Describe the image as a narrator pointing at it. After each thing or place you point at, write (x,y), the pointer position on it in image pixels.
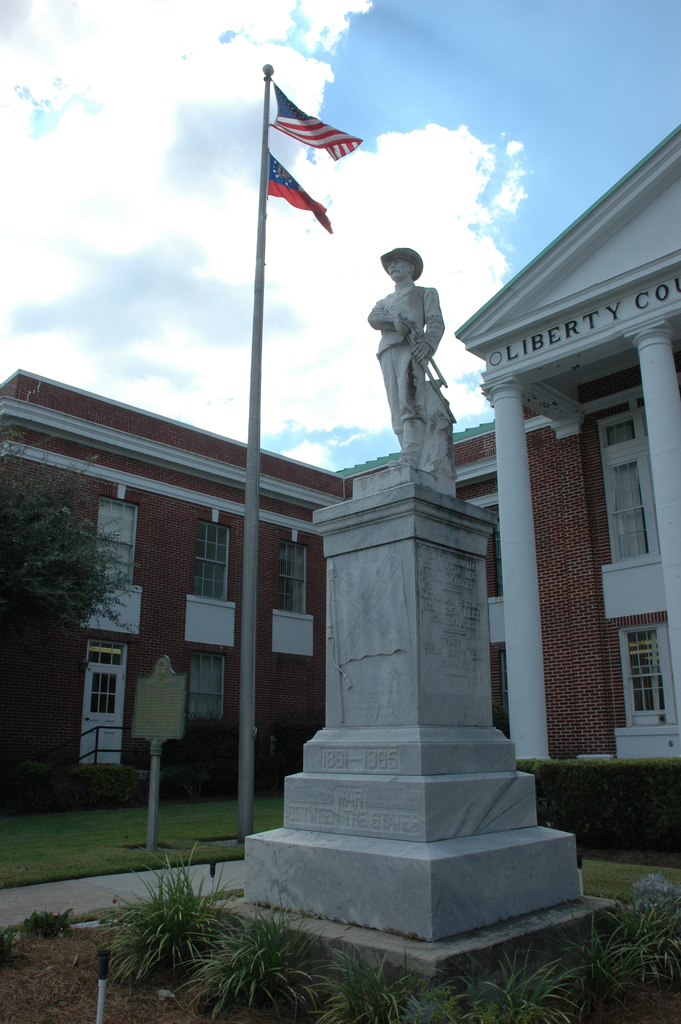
In this picture there is a statue (389,698) in the center of the image (445,453) and there are buildings (610,405) in the background area of the image (376,463), there are plants (171,890) at the bottom side of the image (179,895), there is a flag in the center of the image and there is a tree (60,614) on the left side of the image (12,599).
